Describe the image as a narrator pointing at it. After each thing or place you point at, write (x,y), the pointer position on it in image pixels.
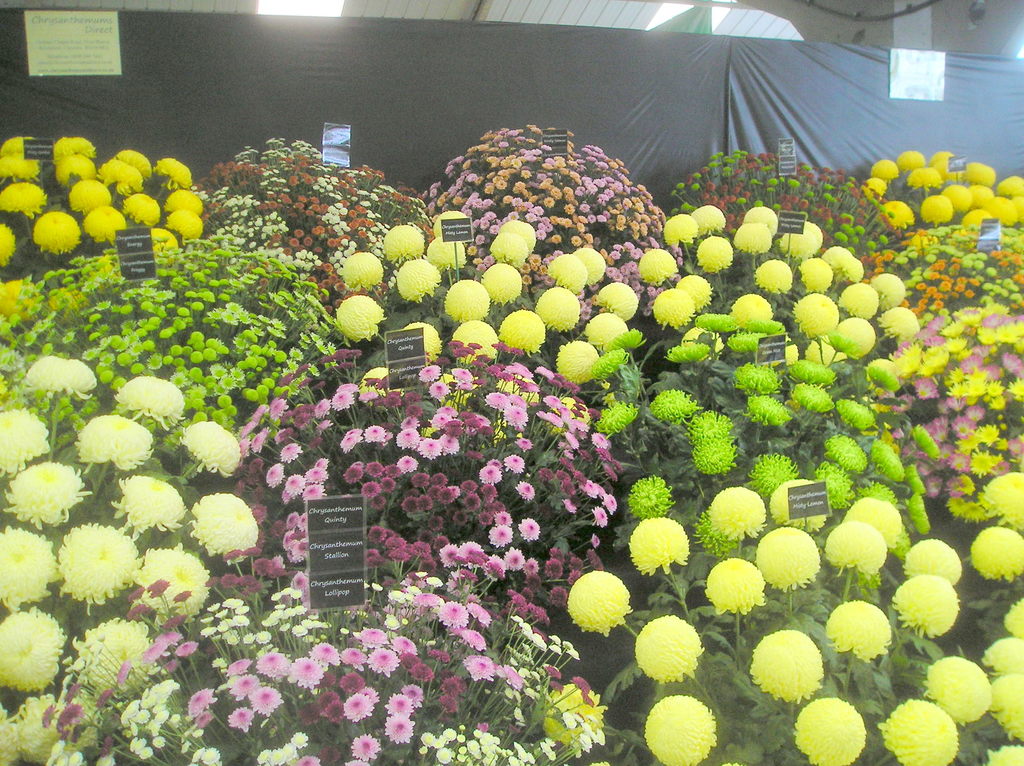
Here we can see plants (612,389) with flowers (926,736). There are boards (410,344). In the background (526,123) there is a banner (477,75).
